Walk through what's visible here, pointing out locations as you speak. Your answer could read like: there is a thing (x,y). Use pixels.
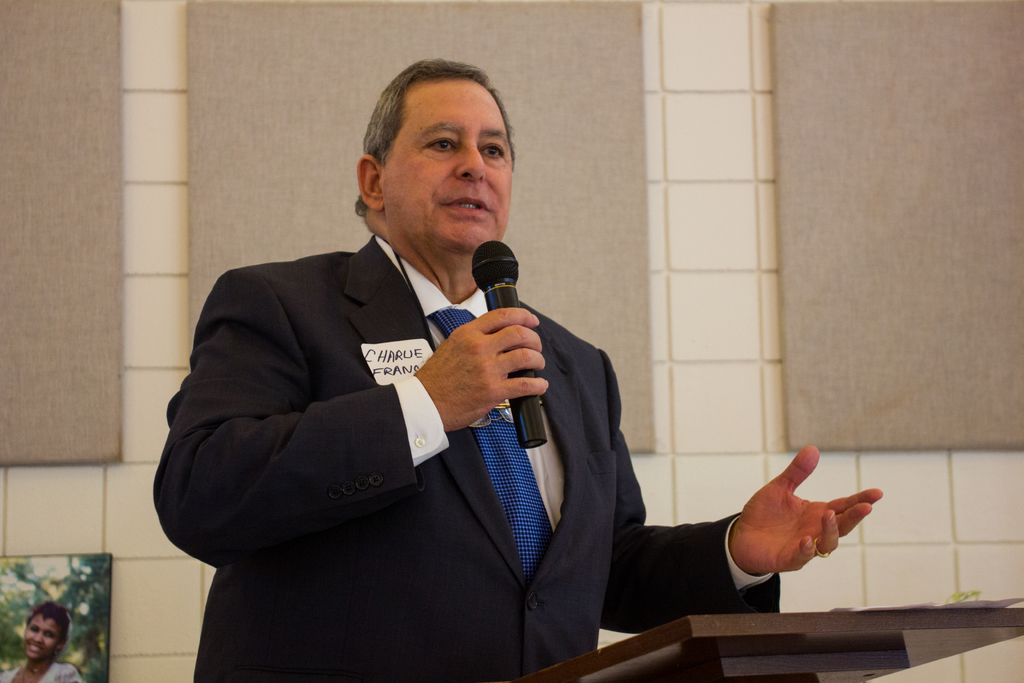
This person (431,304) standing and holding microphone (490,250) and talking. On the background (530,73) we can see wall (885,66). This is podium (792,652).
